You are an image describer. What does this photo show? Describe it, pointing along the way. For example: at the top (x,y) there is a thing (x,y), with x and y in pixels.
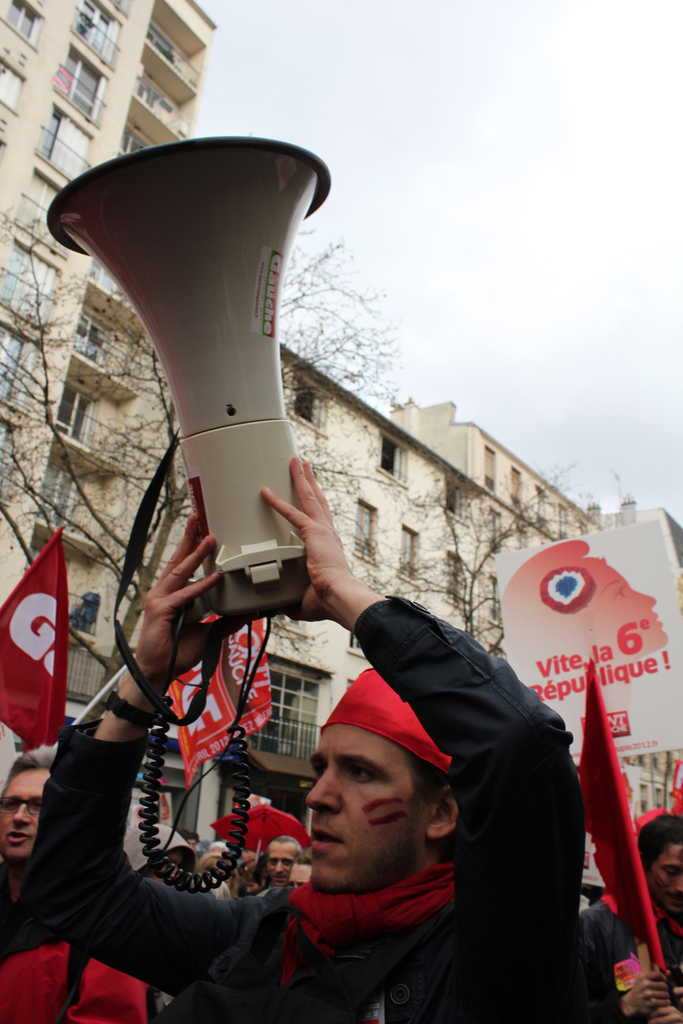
In this picture we can see a group of people (330,826), banners (523,624), a megaphone (260,548), buildings (379,530) with windows (513,482), trees (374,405) and in the background (422,218) we can see the sky (520,288).
